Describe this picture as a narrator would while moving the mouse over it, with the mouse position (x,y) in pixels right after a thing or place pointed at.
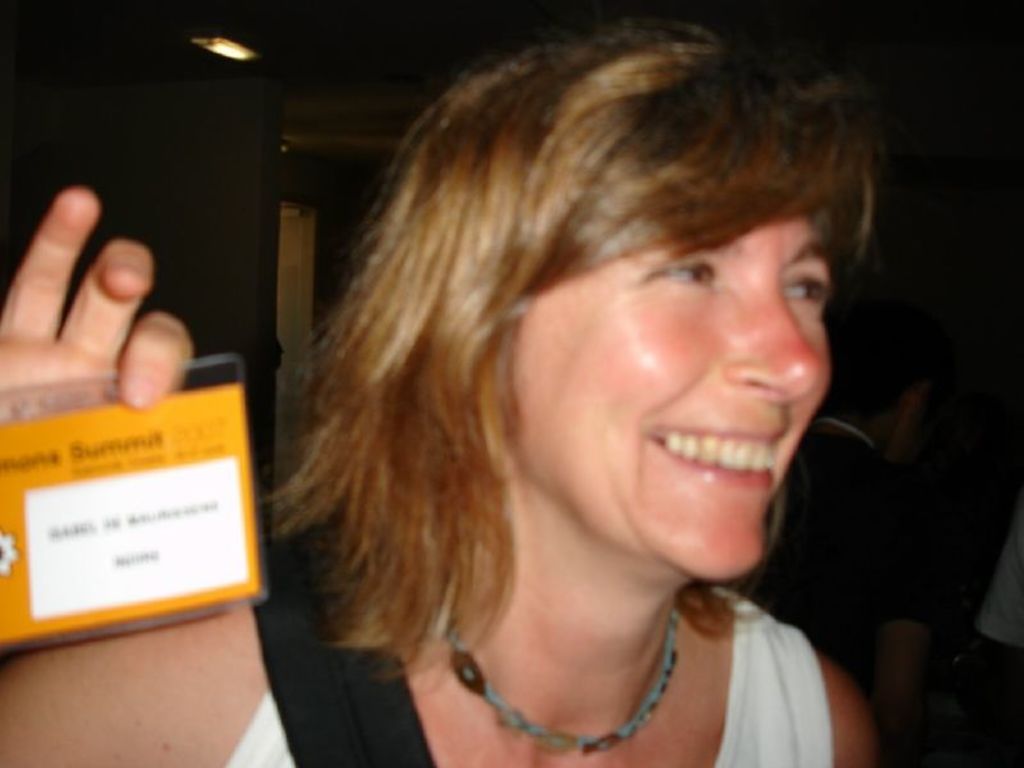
In this image there is a woman (752,413) holding an ID card (243,515) with a smile on her face (729,416).
